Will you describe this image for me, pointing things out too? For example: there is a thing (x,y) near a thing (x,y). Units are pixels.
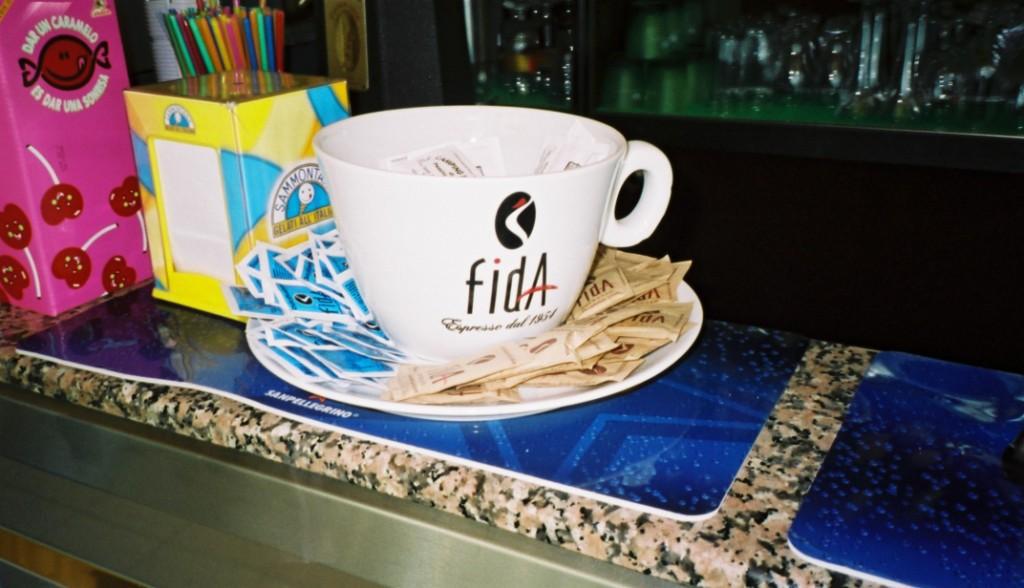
At the bottom (723,401) a table (842,354) is there on which cup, saucer (372,380), sachets (566,358), box (224,190), color straws (214,62) and so on kept. In the background (518,55) bottles (773,66) are visible. This image is taken inside a room (331,289).
